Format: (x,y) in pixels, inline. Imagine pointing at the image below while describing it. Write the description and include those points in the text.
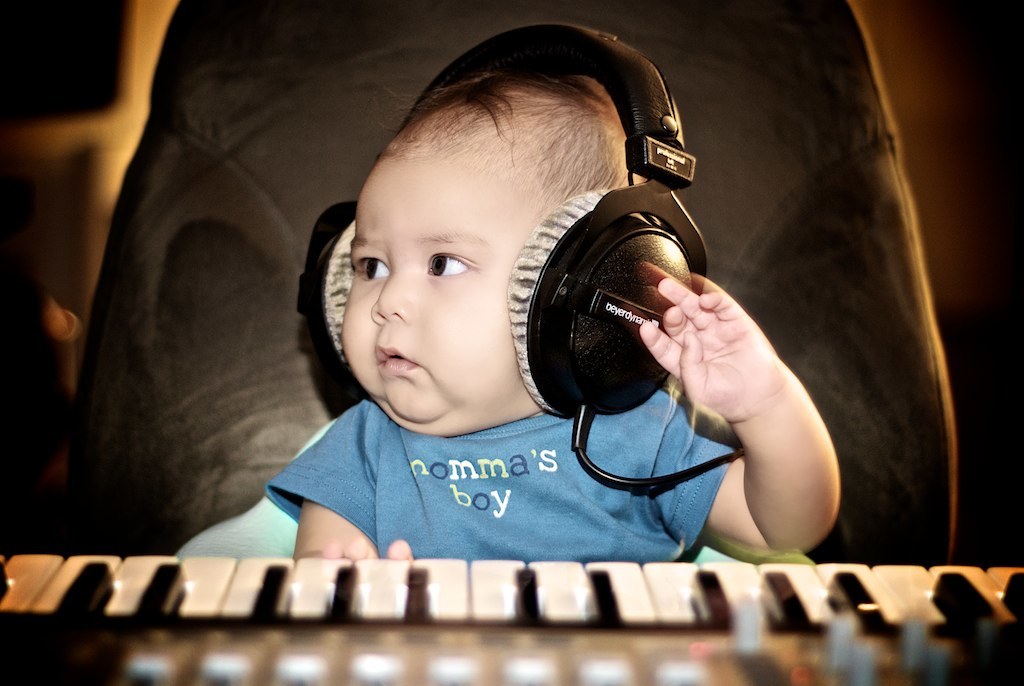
A little boy (734,523) is wearing headphones (611,353). He is wearing a blue T shirt (428,489) with a label (437,476) mama's boy. He sat in front of keyboard (586,613). He is looking at a side and raising his hand (736,367).
